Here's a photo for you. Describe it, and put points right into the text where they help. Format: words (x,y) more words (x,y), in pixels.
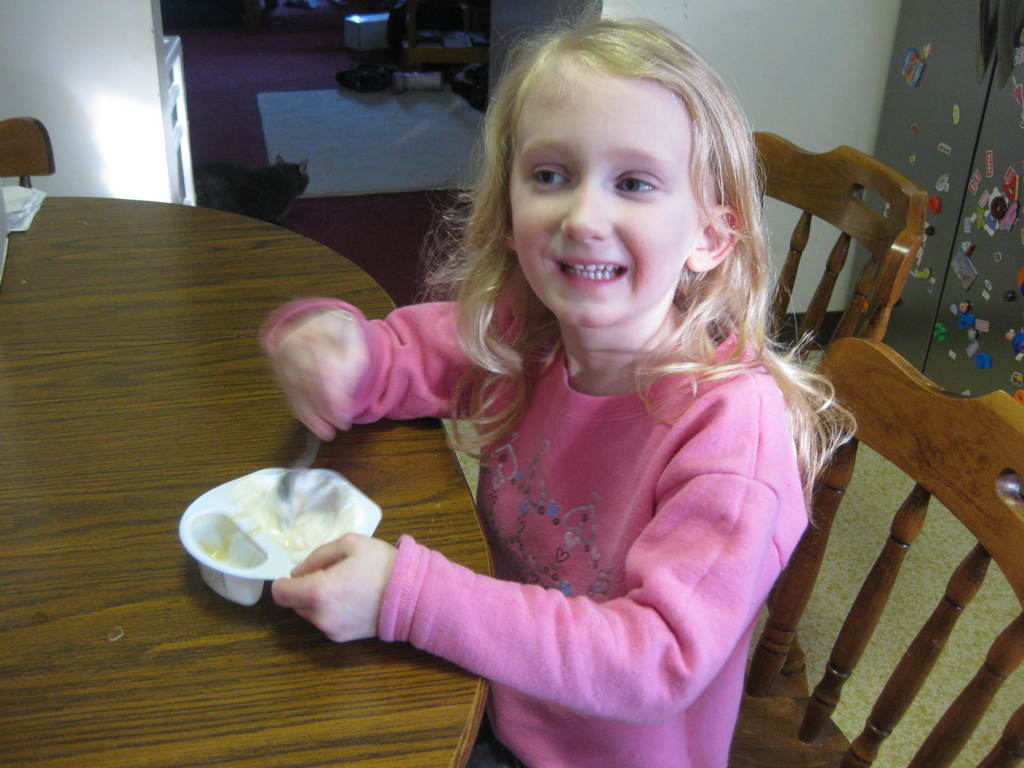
This is the small girl (556,428) sitting on the chair (780,575) and holding a cup (332,539) and spoon (316,506). This is a table (147,374). I can see a cat (280,203). This looks like a floor mat (412,156). At background (938,125) I can see stickers (941,151) attached to the refrigerator doors (954,101).
